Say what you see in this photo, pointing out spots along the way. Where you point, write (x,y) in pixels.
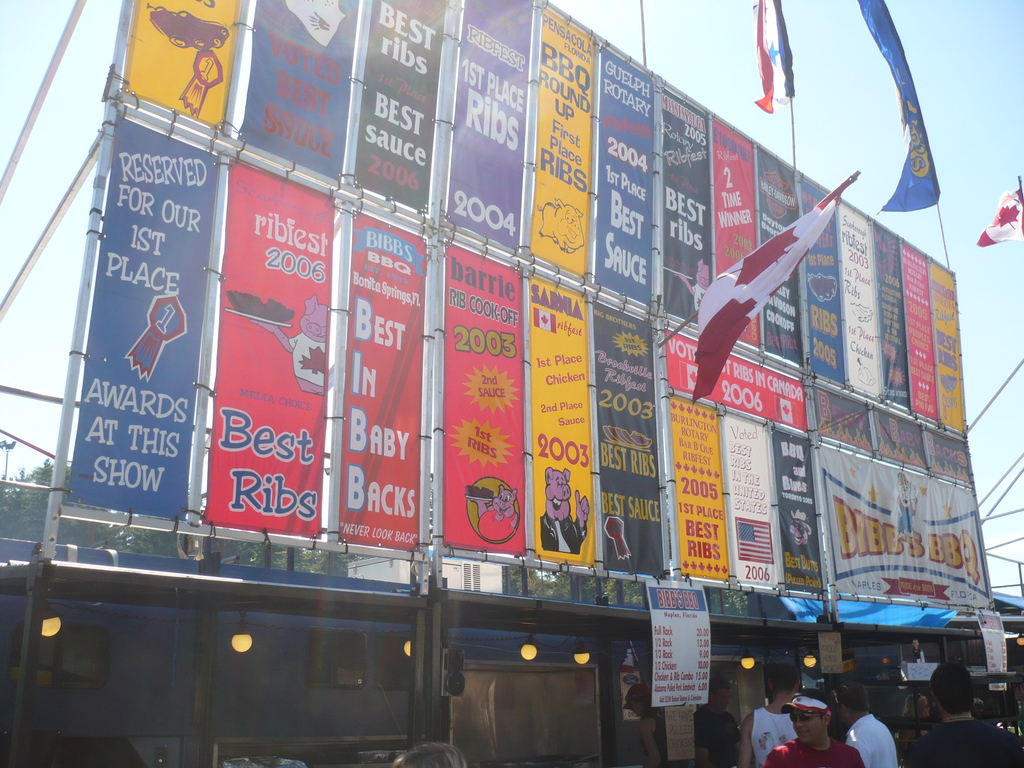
In the picture there are different types of posters (423,154) fixed to the rods (594,231) and in front of those posters (132,327) there are few people (963,719). There are some flags (902,95) also fit to the rods (663,366) in between those posters (870,380).
